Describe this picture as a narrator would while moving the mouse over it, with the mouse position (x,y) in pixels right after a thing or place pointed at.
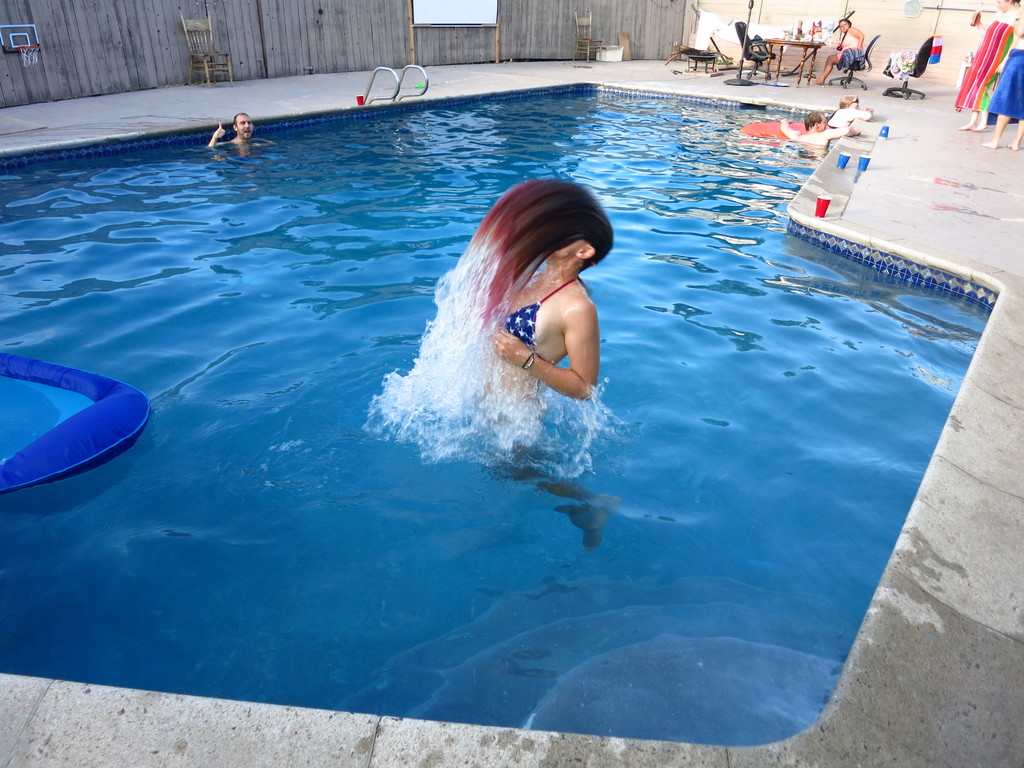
In this picture there is a girl (572,506) doing swimming in the pool (709,120). Behind there is a another woman (847,56) sitting on the chair (842,77). Beside her we can see a table (802,65) and chairs (763,40). In the background (106,76) there is a wooden fencing wall (107,56).
